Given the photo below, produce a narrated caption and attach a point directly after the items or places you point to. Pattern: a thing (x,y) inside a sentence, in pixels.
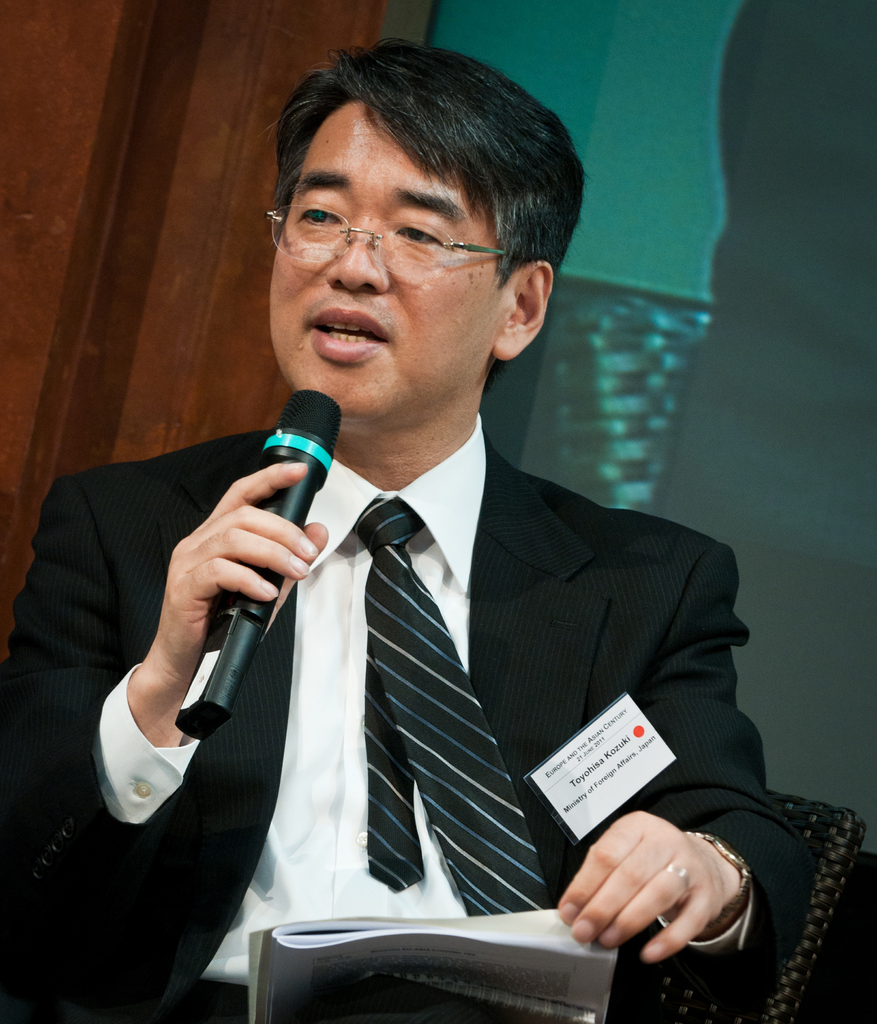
There is a man (500,375) who is talking on the mike (332,444). He has spectacles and he is in a black suit (648,582). And this is book (496,958).
